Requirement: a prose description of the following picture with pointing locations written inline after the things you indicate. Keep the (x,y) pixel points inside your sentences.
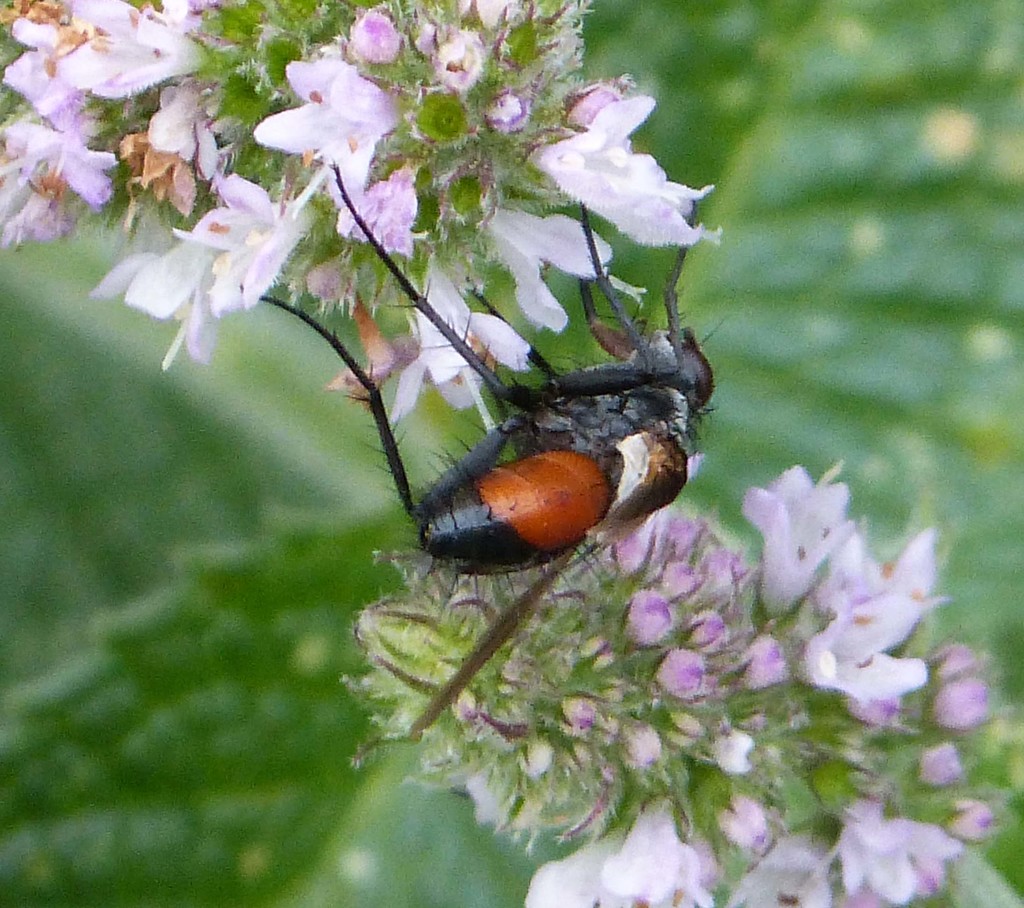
In this image I can see insect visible on flowers (228,242) and background (27,755) I can see green color.
